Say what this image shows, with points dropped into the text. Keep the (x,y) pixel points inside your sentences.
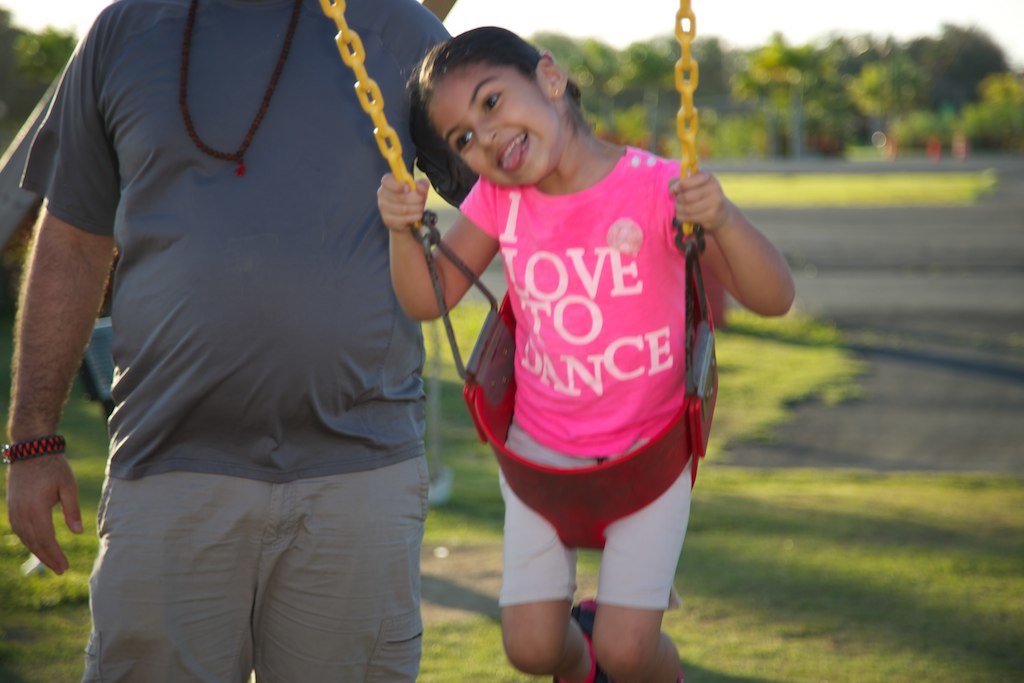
As we can see in the image there are two people (639,313), grass (588,562), trees (649,43) and sky (622,12). The girl (550,428) is wearing pink color t shirt (584,345) and the man (280,295) is wearing gray color t shirt (304,246).
